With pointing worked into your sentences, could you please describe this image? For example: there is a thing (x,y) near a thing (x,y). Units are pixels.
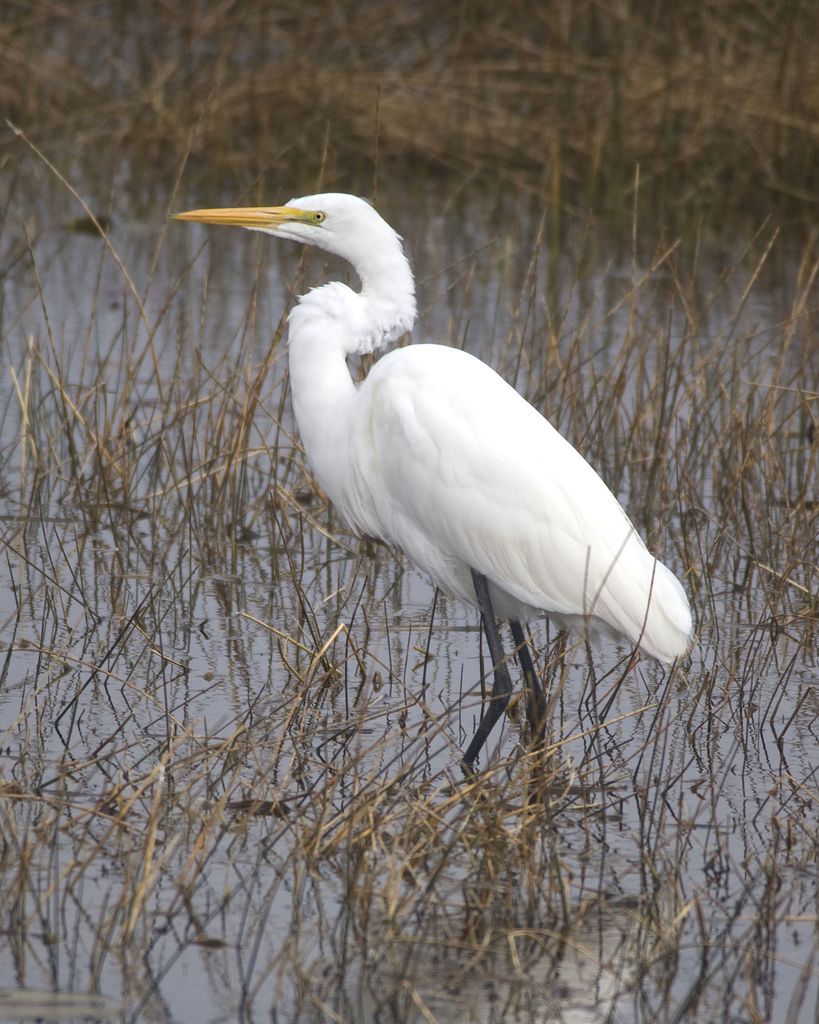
In this picture we can see a bird (552,562) and a few twigs (295,889) in the water (182,1010).
